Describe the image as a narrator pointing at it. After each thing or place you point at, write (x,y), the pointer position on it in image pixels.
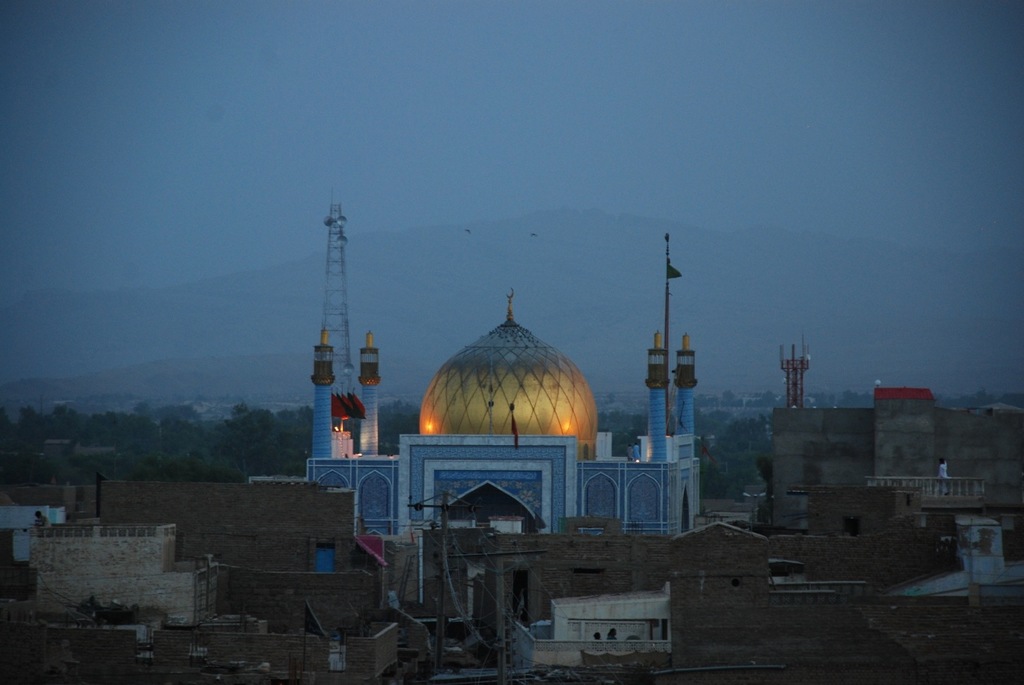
In this image in the center (434,422) there are buildings (496,517). In the background (161,447) there are trees (228,435) and there is a tower (339,282).
